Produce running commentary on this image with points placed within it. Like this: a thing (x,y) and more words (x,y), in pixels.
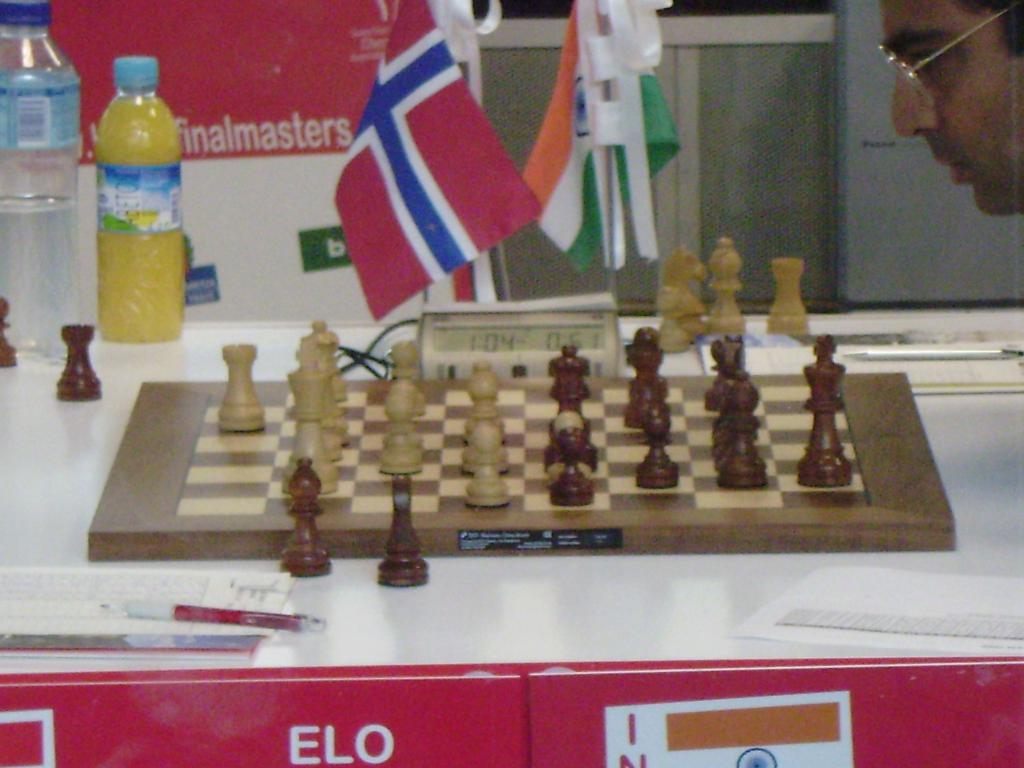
In this picture we can see a chess board (221,466), timer (444,330), bottle (140,140), book (150,593), pen (197,610) on table (471,649) and beside to this we have person (945,69) wore spectacle (892,56) and in background (532,102) we can see flags (572,135), wall (709,149).
